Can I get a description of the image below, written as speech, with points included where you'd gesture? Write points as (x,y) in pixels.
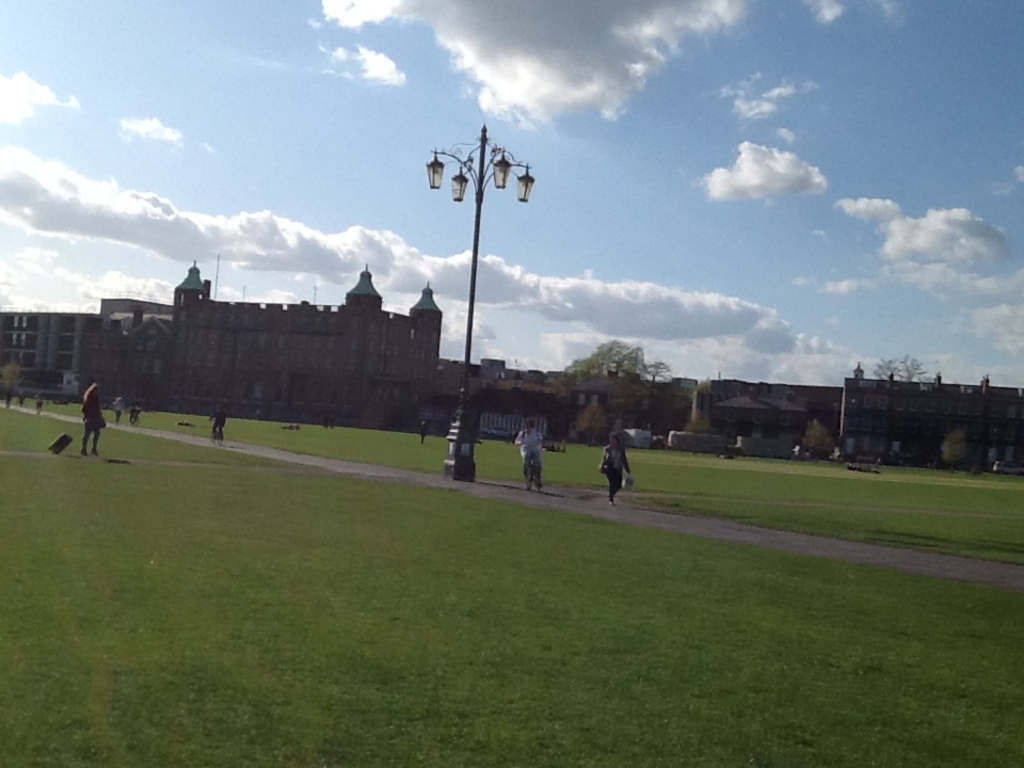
In the picture we can see these people (615,436) are walking on the grass (663,650) and this person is riding a bicycle (538,478). Here we can see the light poles (518,164), buildings (436,406), trees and the sky (535,8) with clouds (694,297) in the background (513,8).
